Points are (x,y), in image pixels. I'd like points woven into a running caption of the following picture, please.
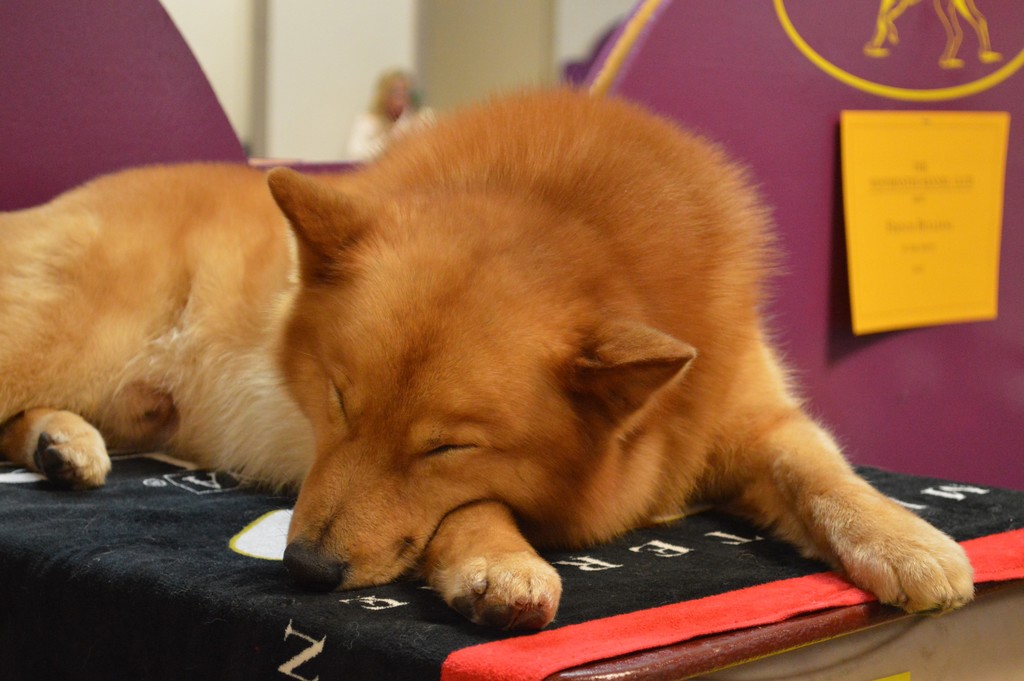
In the center of the image (403,318) we can see dog (298,377) placed on the table (381,614).
